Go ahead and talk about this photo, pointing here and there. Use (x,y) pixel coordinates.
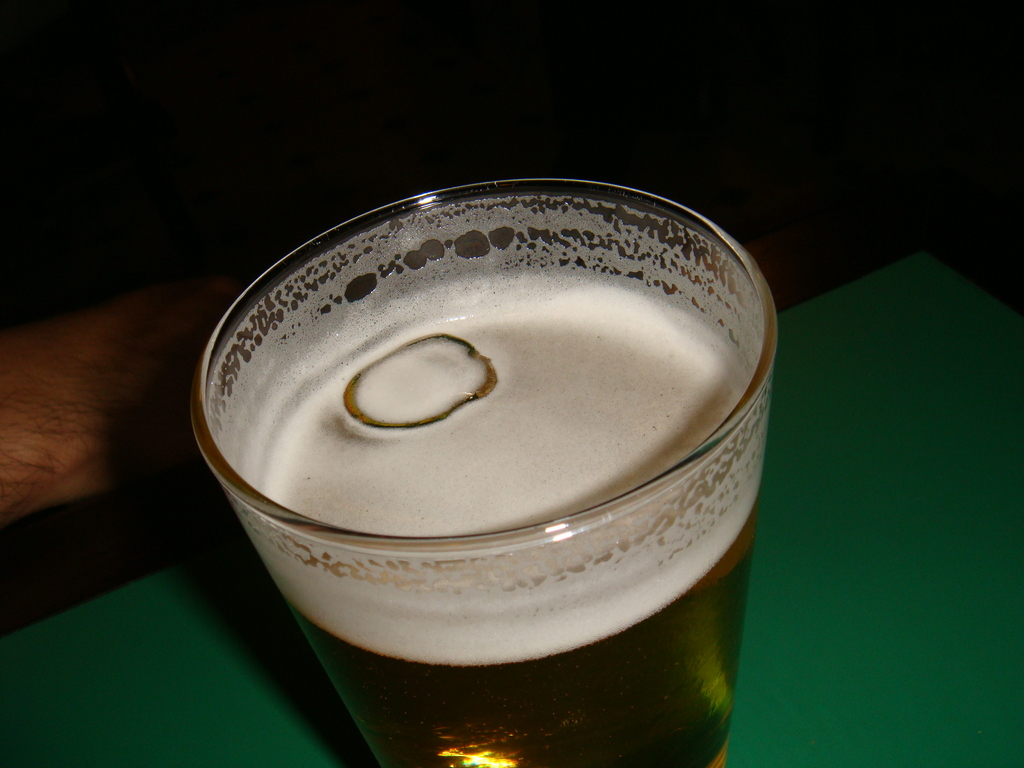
As we can see in the image, there is a glass (602,745) on table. On the left (102,362) there is a human hand (84,389).
